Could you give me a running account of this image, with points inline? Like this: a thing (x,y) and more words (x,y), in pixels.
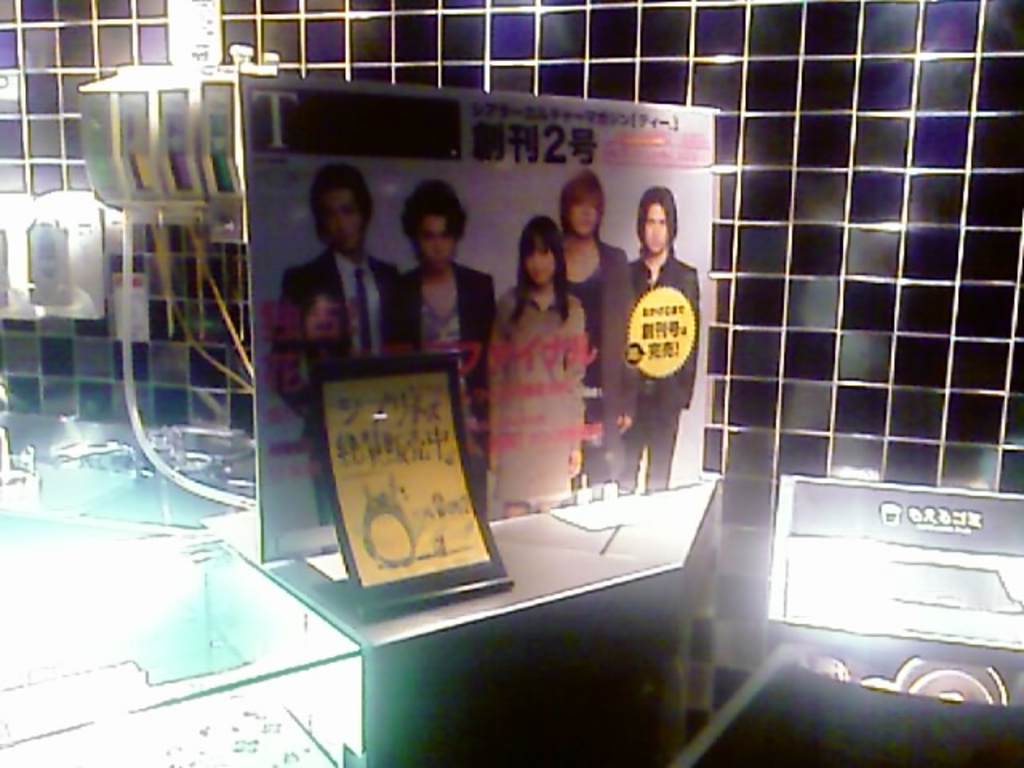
Here, at the middle (681,257) we can see a picture (501,109), there are some lights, in the background (959,434) there is a wall (641,22).
